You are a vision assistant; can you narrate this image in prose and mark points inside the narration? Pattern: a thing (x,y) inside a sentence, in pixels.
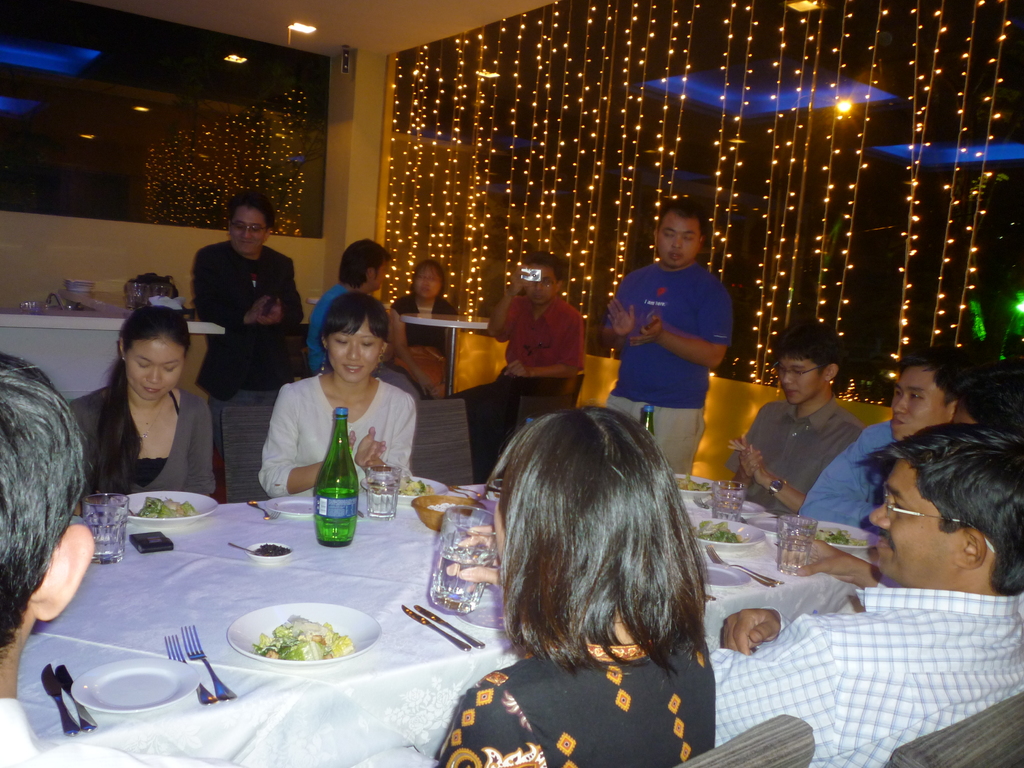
There are group of people (514,516) sitting in chairs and there is a table (358,565) in front of them which has some eatables (695,485) and drinks (344,496) on it and there are few people (275,277) in the background (234,270).
